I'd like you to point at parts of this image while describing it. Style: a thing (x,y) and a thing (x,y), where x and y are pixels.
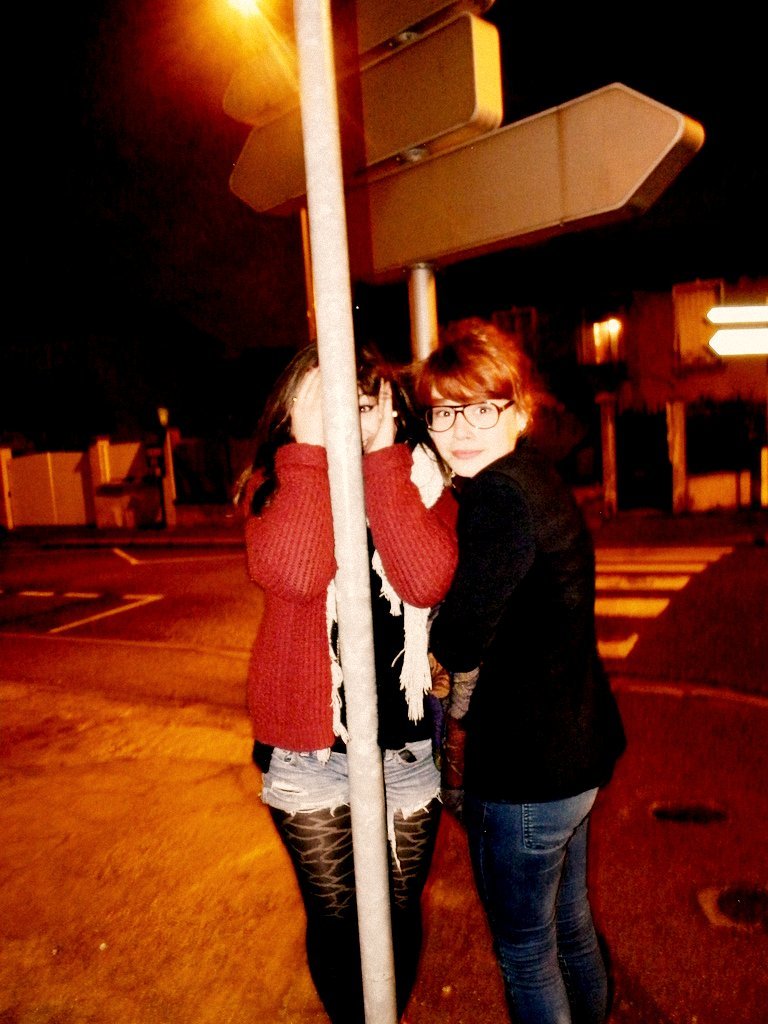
In the image there is a pole (348,539) and behind that pole (358,499) there is a girl (380,486) and there is another girl (494,582) standing beside her, behind them there are direction boards (437,157) and in the background (37,600) there is a road (0,620).
